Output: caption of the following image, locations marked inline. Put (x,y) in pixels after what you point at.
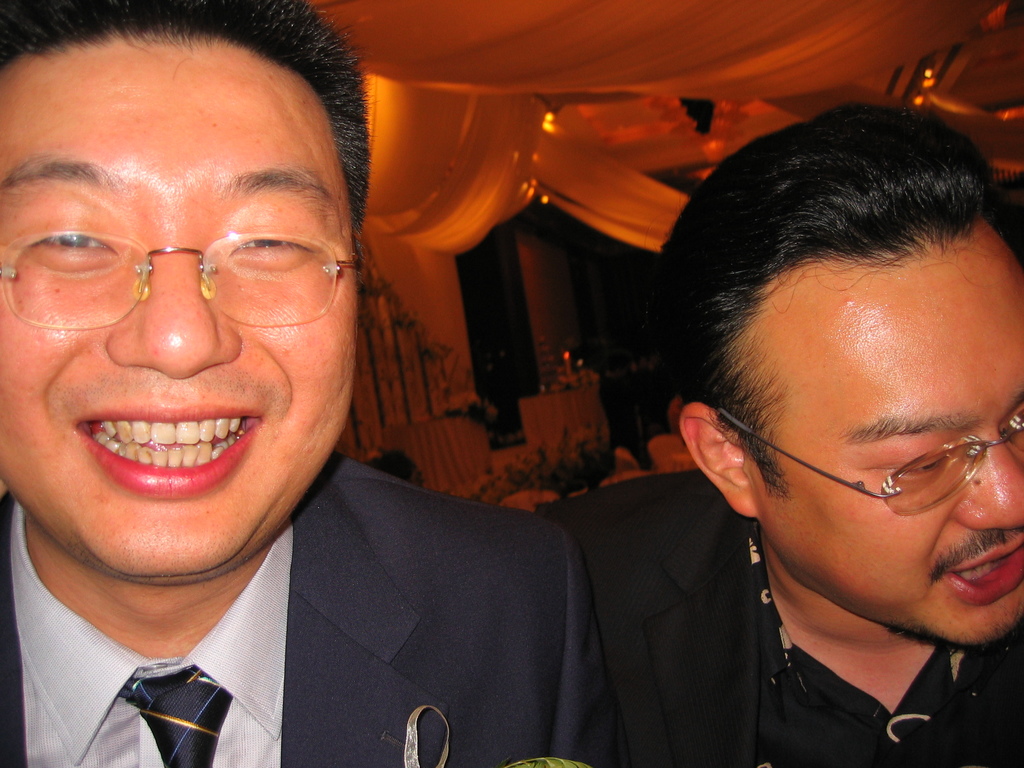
In this image I can see two persons (586,553). In the background (504,306) there are some objects (472,434).
